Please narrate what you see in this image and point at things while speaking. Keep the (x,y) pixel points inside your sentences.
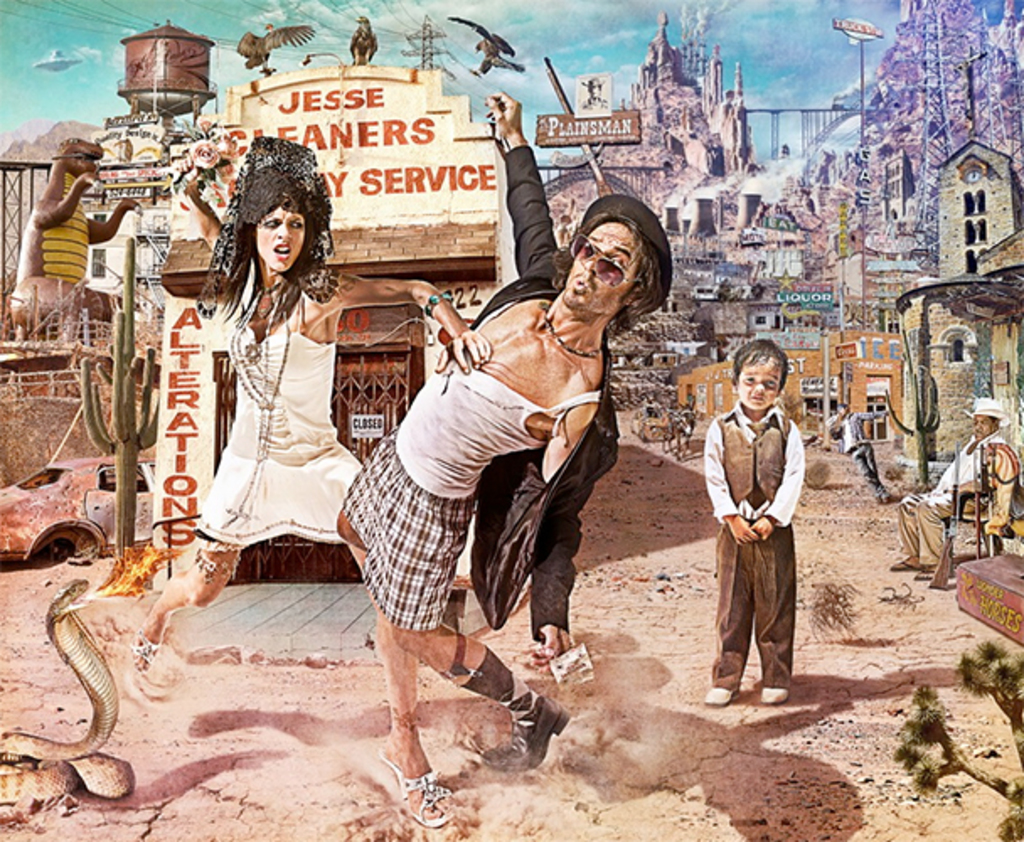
In this picture we can see the poster (780,529). In the poster (480,317) we can see the group of persons (767,444) were standing near to the buildings (437,237). In the background (949,219) we can see on buildings (679,352), towers (971,225), birds (362,37), poster (315,86), water tank (207,93) and banners (605,122). At the top left corner (54,69) there is a spacecraft (64,54). In the bottom left (49,766) there is a snake (100,709).
